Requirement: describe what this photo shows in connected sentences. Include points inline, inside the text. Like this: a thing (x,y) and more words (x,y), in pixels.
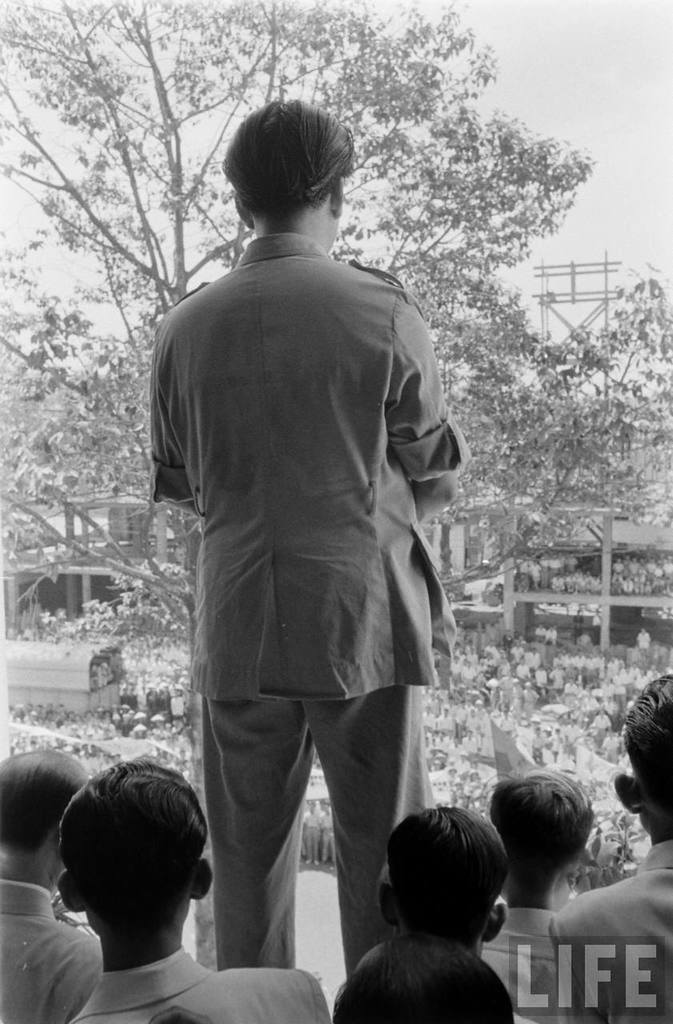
In this picture there is a man (331,115) who is wearing shirt (283,539) and trouser (334,787). He is standing on the stage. At the bottom (651,914) we can see the group of persons (411,863) were standing beside him. In the bottom right corner (643,992) there is a watermark (631,999). In the background (605,660) we can see many peoples (598,684) were standing on the road (320,945), beside the tree (456,281), inside the building (560,560) and near to the shed (598,591). In the top right corner (624,205) i can see the sky (652,118) and clouds (634,81).
